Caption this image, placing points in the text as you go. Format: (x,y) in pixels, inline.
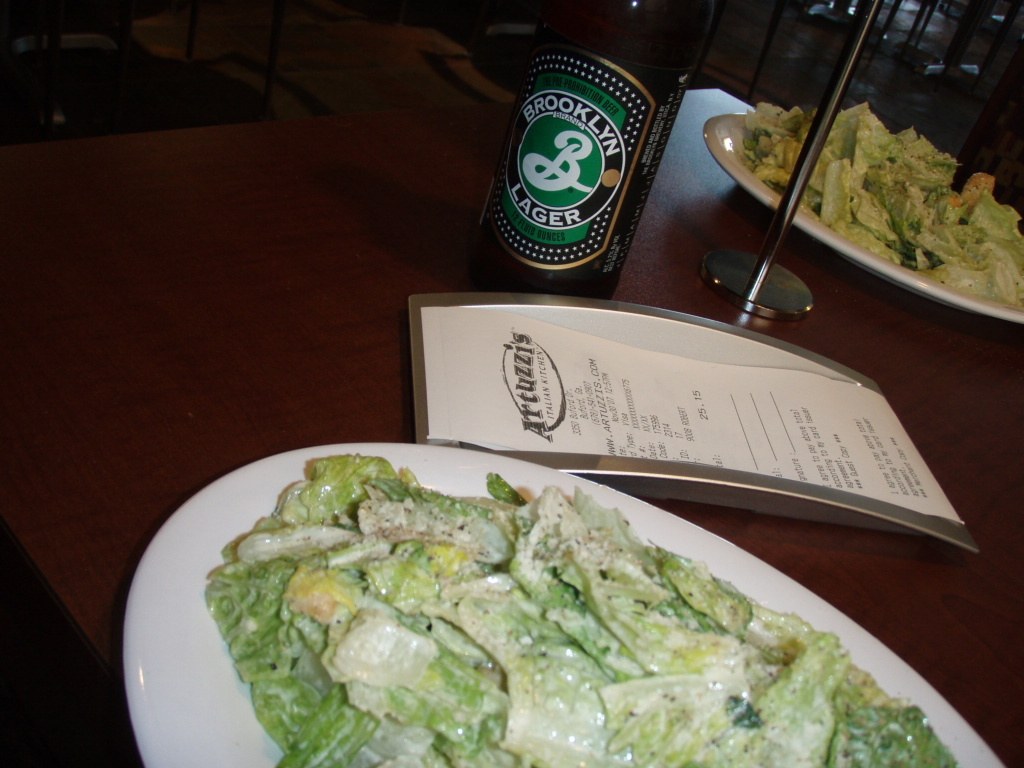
In the image we can see a table (172,318), on the table (156,524) there is a plate (204,684), white in color. On the plate (200,720) we can see there is a food item (526,602), there is a bottle (581,145) on the table (683,274) and a sheet of paper (691,377). This is a floor (377,66).
